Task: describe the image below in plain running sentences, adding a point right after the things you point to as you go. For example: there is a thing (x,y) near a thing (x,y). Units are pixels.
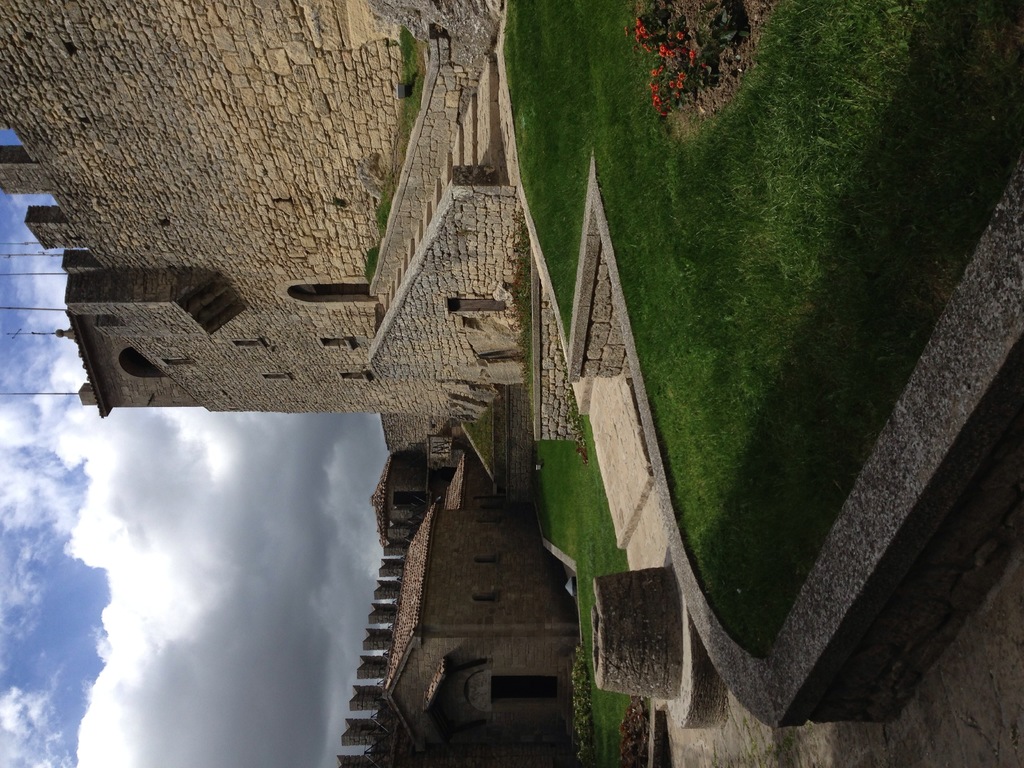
In this there are houses (423,335) and stairs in the image and there is grassland (843,450) in the image, there are poles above the houses (68,286) in the image.
